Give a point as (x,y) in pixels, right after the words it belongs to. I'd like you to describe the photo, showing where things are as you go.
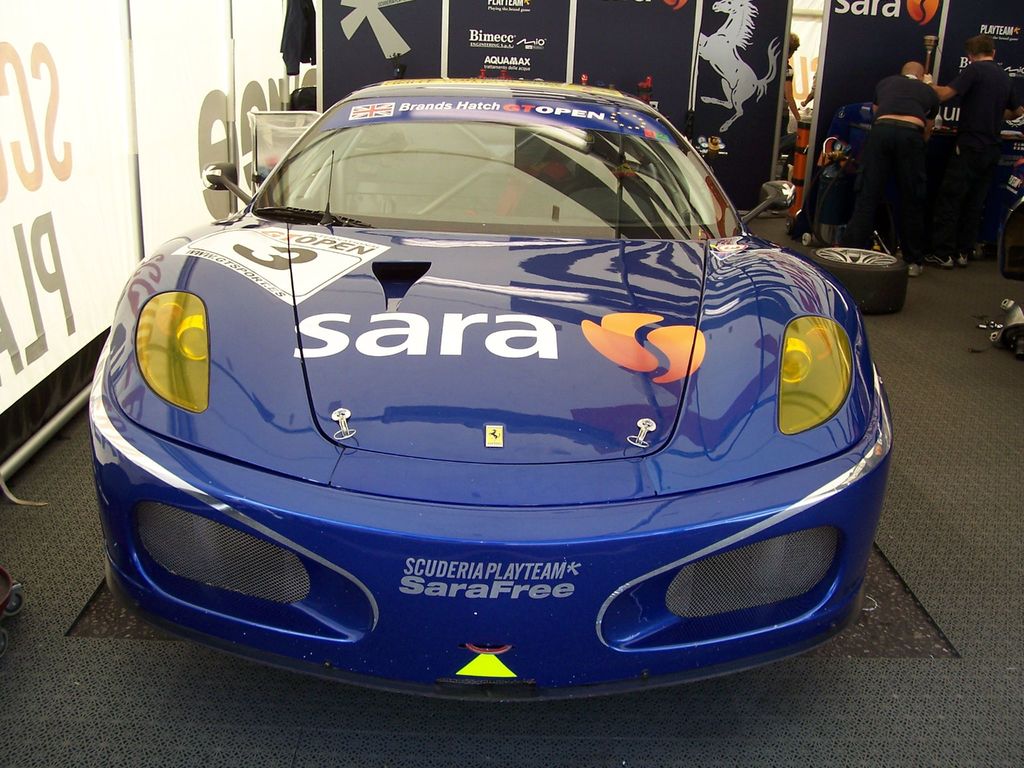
In the center of the picture (350,261) there is a blue color car (449,201). In the background (519,30) there are banners (860,94), people (968,125), tyre (884,257) and other tools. On the left (85,45) there is a banner (61,224). At the bottom (165,719) there is mat (774,718).
